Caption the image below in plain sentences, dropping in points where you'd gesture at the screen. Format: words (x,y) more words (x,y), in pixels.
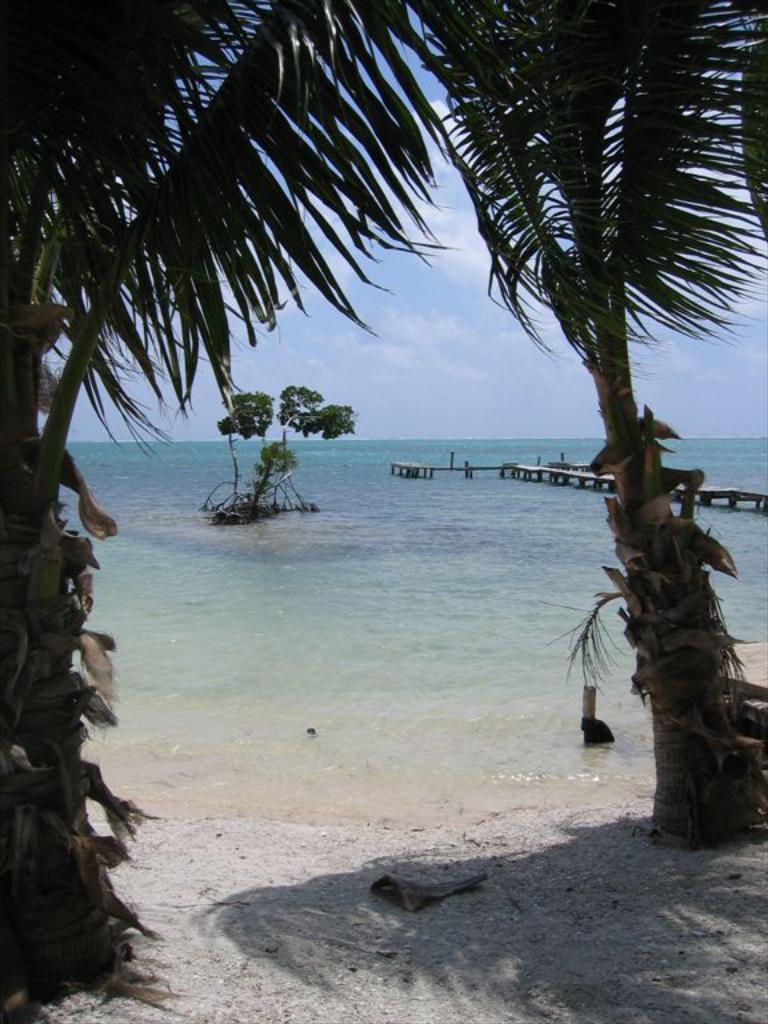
Here we can see water (365,482) and trees (418,244).
